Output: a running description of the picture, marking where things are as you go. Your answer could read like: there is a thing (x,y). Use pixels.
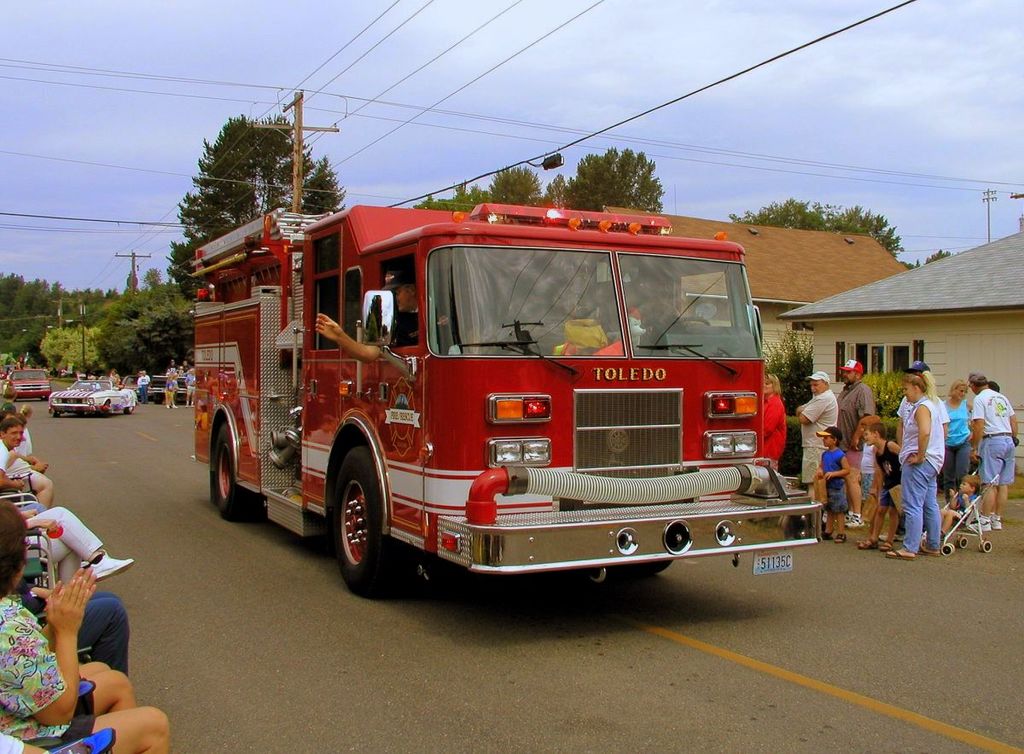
In the middle of the image (399,496) we can see a motor vehicle (347,310) and a person (334,333) waving from it. In the background (221,67) we can see sky (219,65) with clouds (304,75), electric poles (301,109), cables (290,140), trees (132,321), persons (144,390), road (174,474), buildings (790,300) and cars (97,384).
